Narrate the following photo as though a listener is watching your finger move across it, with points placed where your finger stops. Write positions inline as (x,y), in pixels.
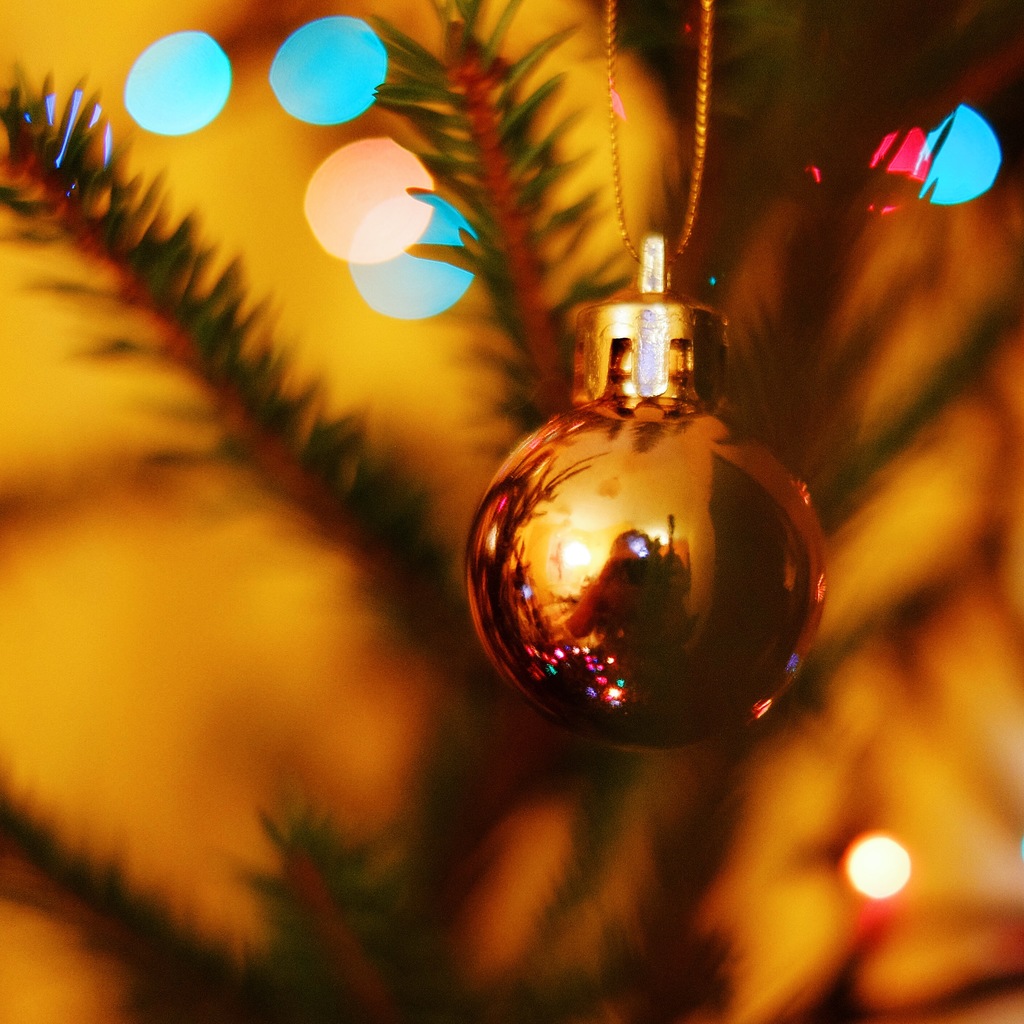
In this picture we can see bauble (696,574), on this bauble (689,573) we can see reflection (646,685) of a person (640,651). In the background of the image (851,332) it is blurry and we can see leaves (521,163).
